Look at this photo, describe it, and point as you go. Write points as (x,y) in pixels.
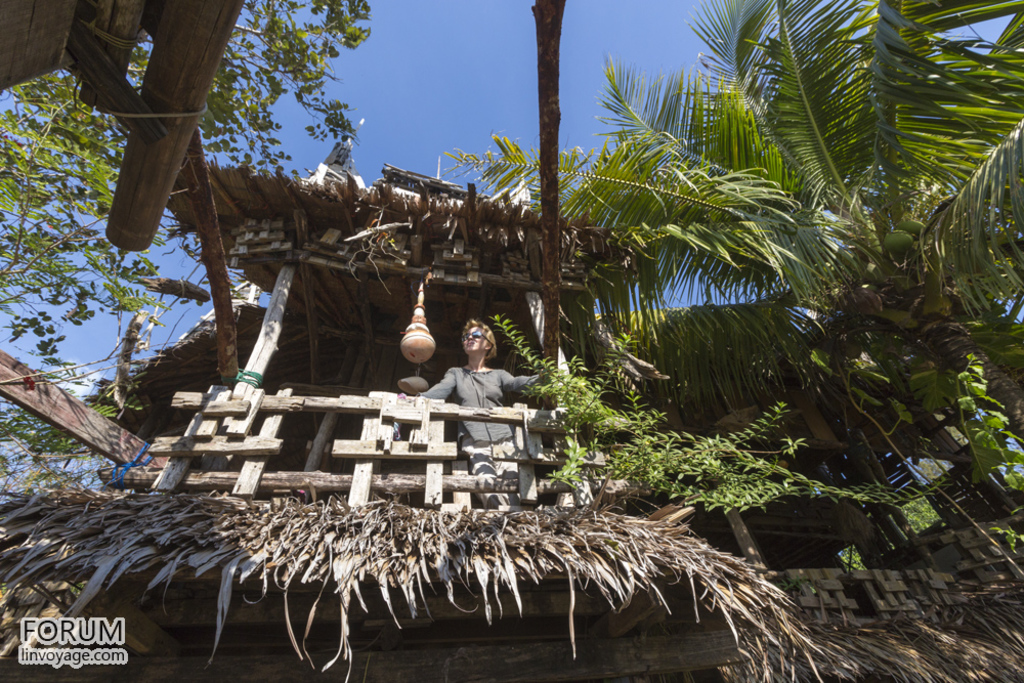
In this picture we can see a house (420,509), on the right side (929,384) and left side (16,245) there are trees (55,257), we can see a person (488,371) in the house (249,487), there is the sky (447,95) at the top of the picture (458,74), at the left bottom (86,639) we can see some text (66,638).
